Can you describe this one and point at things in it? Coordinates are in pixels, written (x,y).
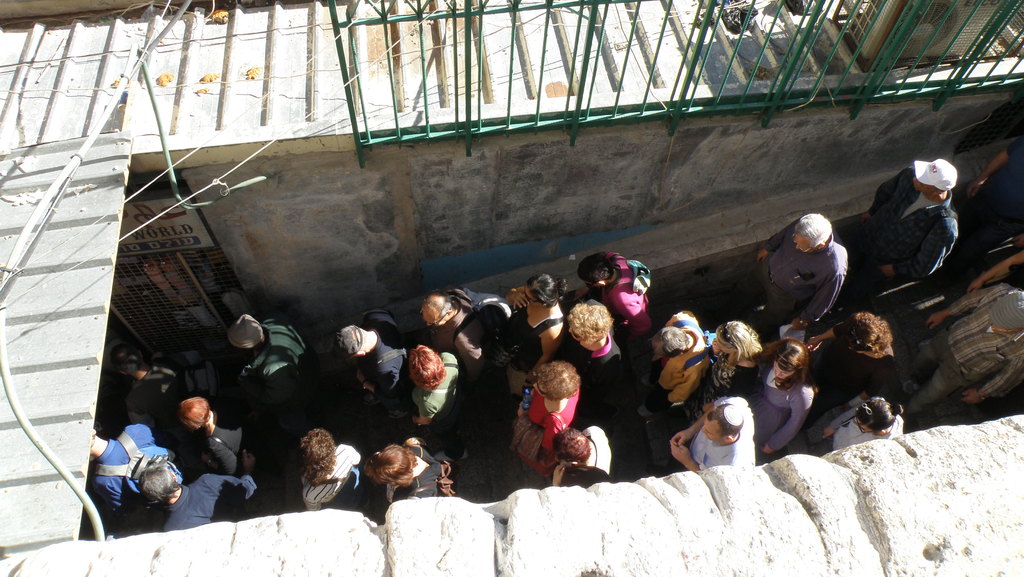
This is an outside view. In the middle of the image (569,369) I can see a crowd of people (420,393) walking towards the left side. At the bottom (554,554) and top of the image (369,169) I can see the walls (372,520) and few metal objects (83,61).
